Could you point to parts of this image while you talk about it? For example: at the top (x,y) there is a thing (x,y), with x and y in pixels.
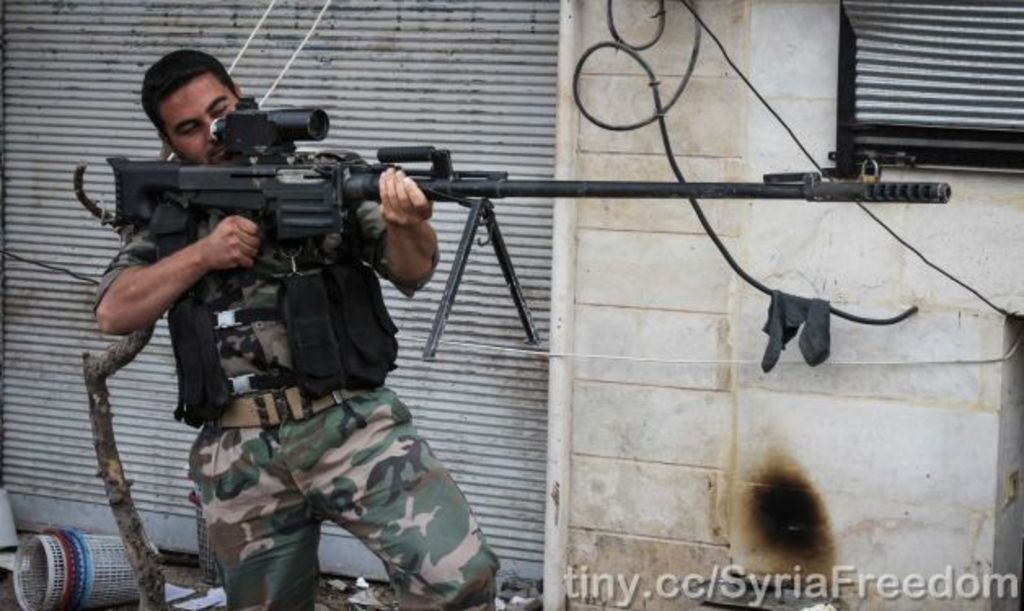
On the left side (213,297), there is a person (249,325) in an uniform (265,298), holding a gun (340,180) and standing. On the bottom right (754,590), there is a watermark (622,590). In the background (408,14), there is a shutter (467,214) of a building (517,393) and there is a dustbin (117,555).
